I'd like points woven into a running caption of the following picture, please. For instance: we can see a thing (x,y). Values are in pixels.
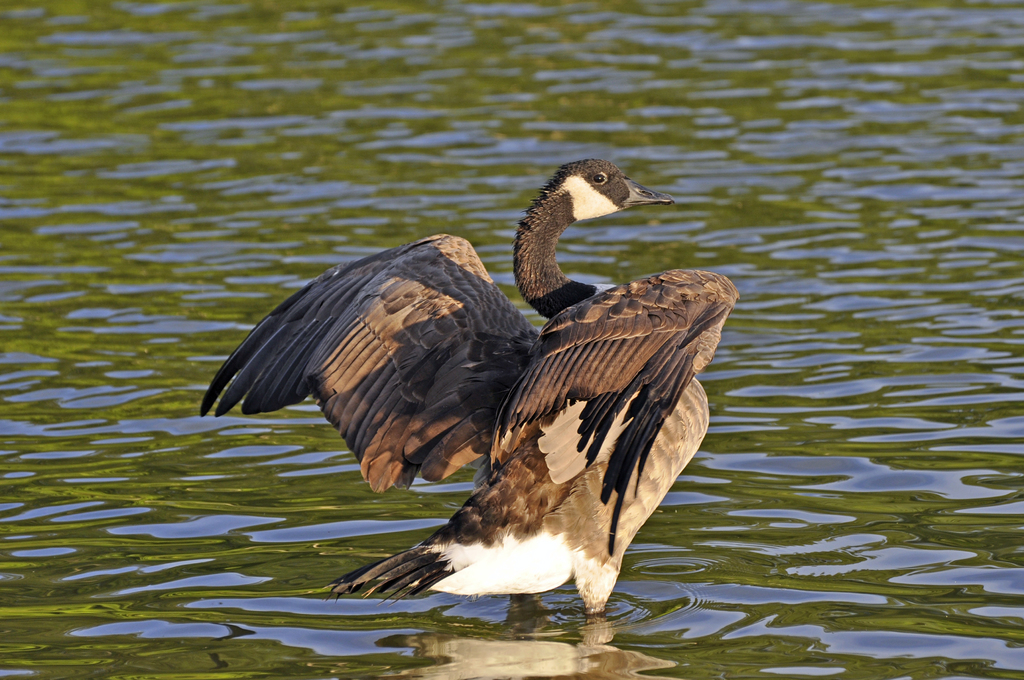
In this image we can see a bird (563,391) in a large water body (683,570).
